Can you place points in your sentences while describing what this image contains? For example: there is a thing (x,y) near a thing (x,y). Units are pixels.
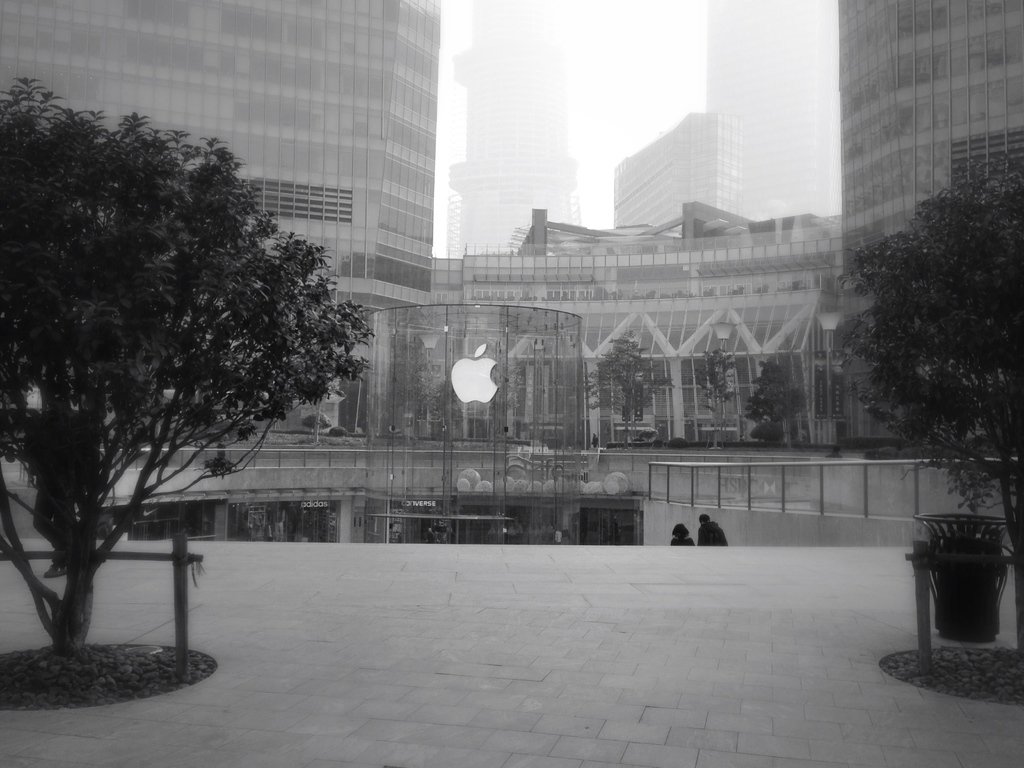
In this image there is a floor (267,576) in the bottom of this image (381,685) and there are some trees (936,453) on the left side of this image (214,411) and on the right side of this image (886,403) as well. There are some buildings (569,283) in the background (498,414).
